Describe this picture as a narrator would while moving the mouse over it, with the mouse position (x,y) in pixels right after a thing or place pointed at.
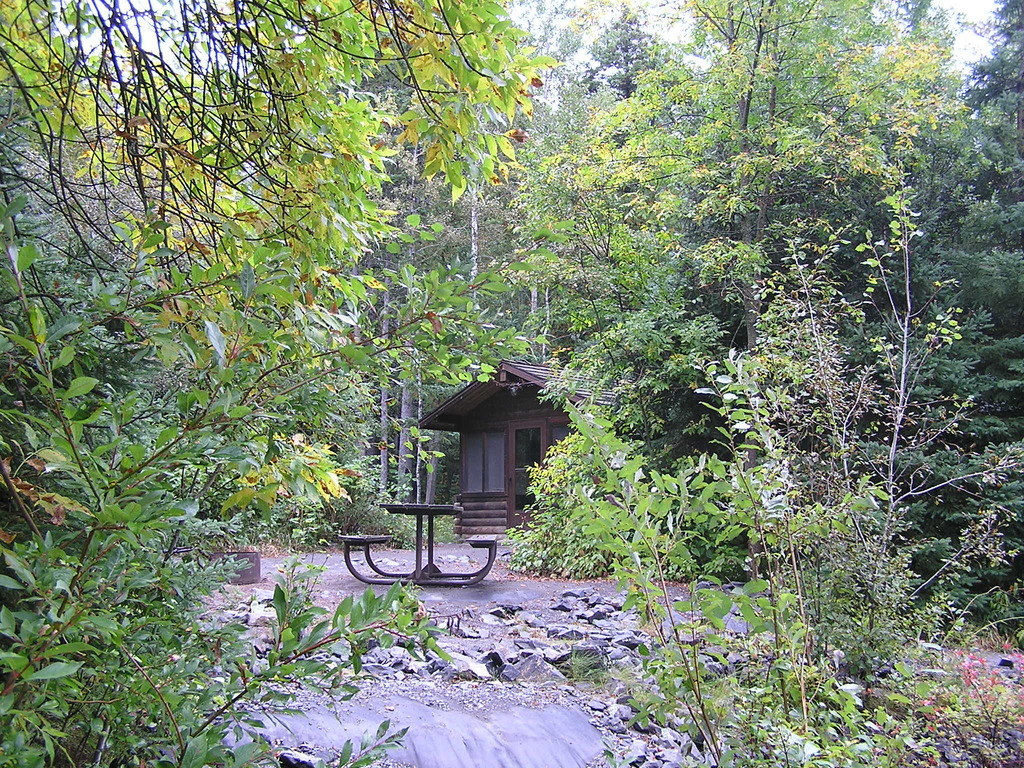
In this image I can see the plants (360,616). In the background (365,543) I can see the table (399,508) and benches (352,542) and also the house (523,478). I can see many trees (368,161) and the sky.
